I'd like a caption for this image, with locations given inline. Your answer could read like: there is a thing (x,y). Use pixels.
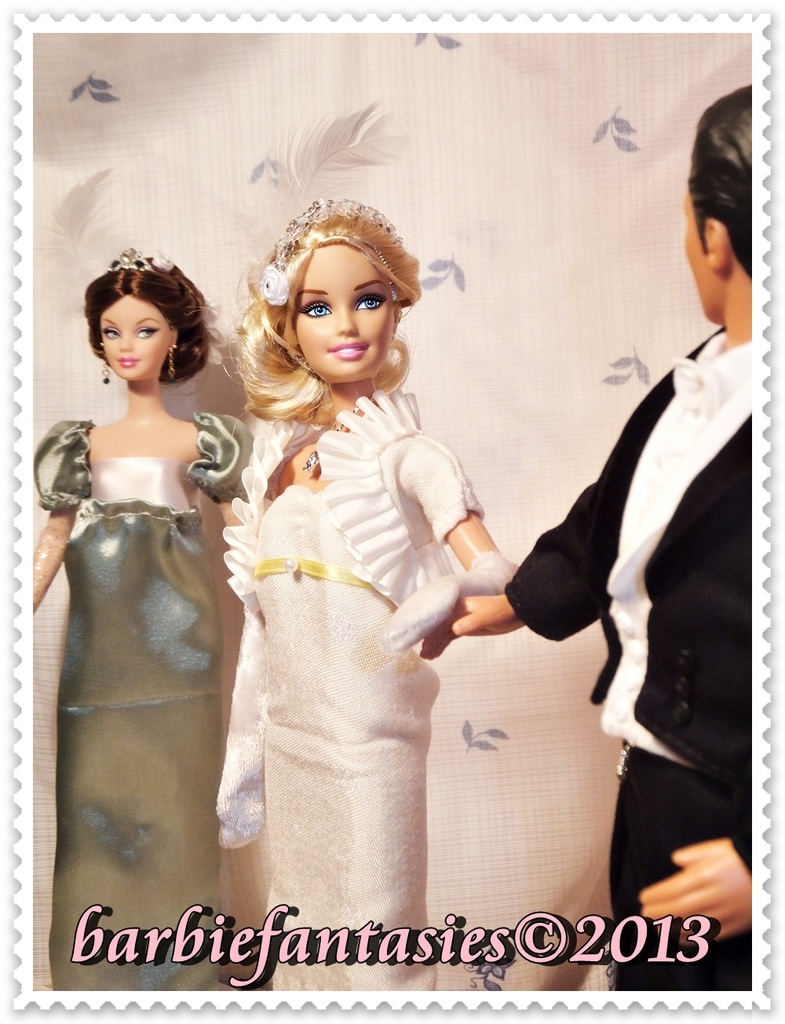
Two barbie dolls (154,643) and a man doll (615,600) are with a background screen (541,973).
